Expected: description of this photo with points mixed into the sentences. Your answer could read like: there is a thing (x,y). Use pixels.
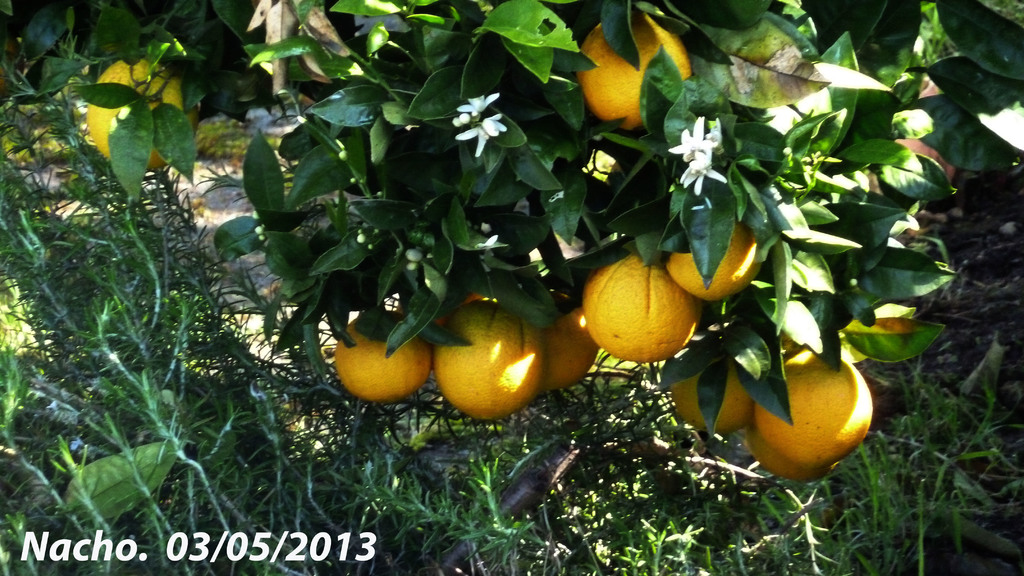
In this image I can see few fruits (803,365) to the trees (539,301). Fruits (582,373) are in yellow color. I can see few plants (149,481) in green color.
